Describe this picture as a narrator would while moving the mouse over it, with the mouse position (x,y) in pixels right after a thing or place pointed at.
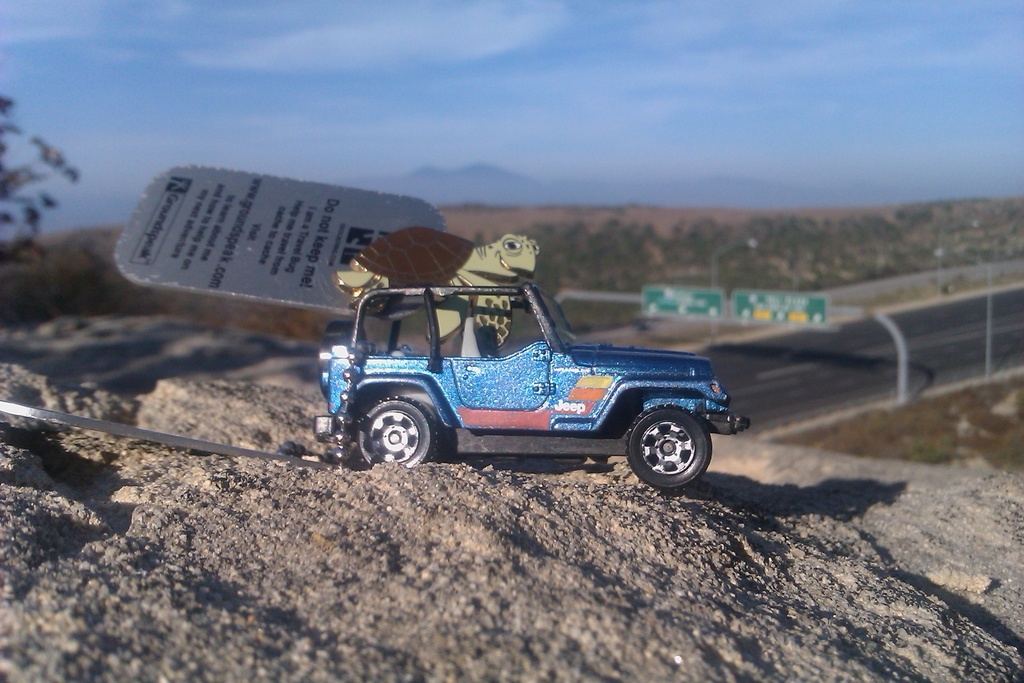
In the image there is a toy jeep (389,385) on a stone (461,543) with a turtle sticker (478,278) above it, in the back (981,341) there is high way road (854,382) with plants (827,223) on either side of it and above its sky (390,77) with clouds (427,56).
